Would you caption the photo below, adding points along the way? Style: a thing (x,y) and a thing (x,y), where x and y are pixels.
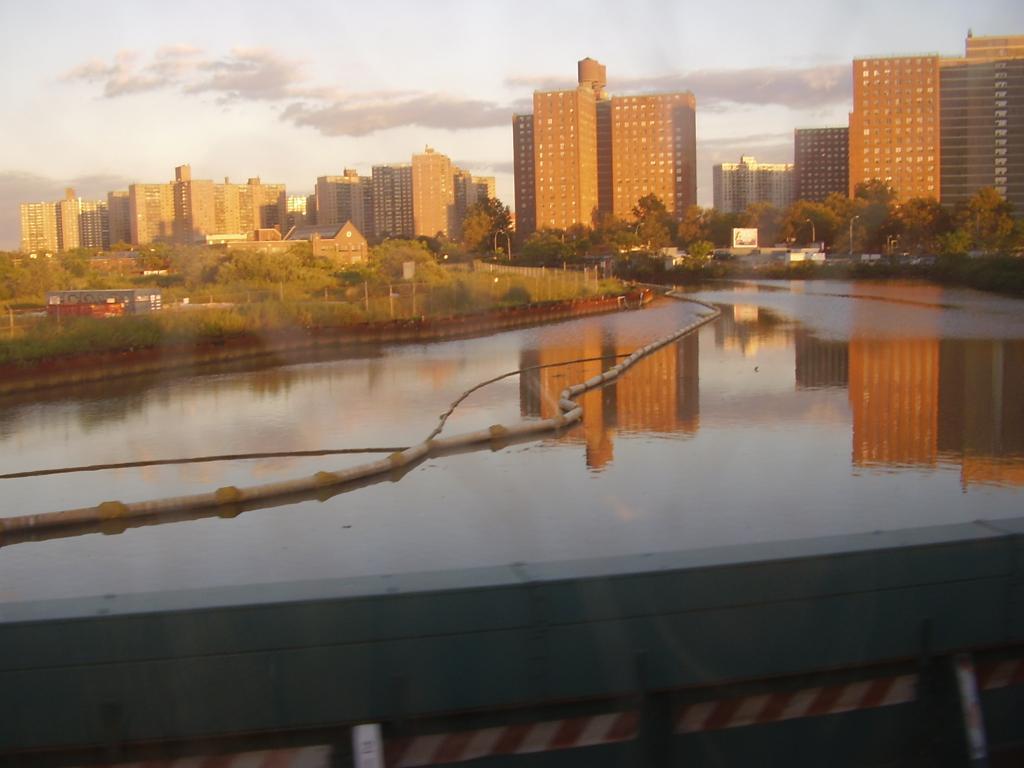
In this picture I can see there is a river (595,422) and there is an object (571,405) floating on the water (279,355), there are plants (307,296), trees (308,262) and buildings (337,241) in the backdrop (552,210), they have glass windows (453,207) and the sky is cloudy.
